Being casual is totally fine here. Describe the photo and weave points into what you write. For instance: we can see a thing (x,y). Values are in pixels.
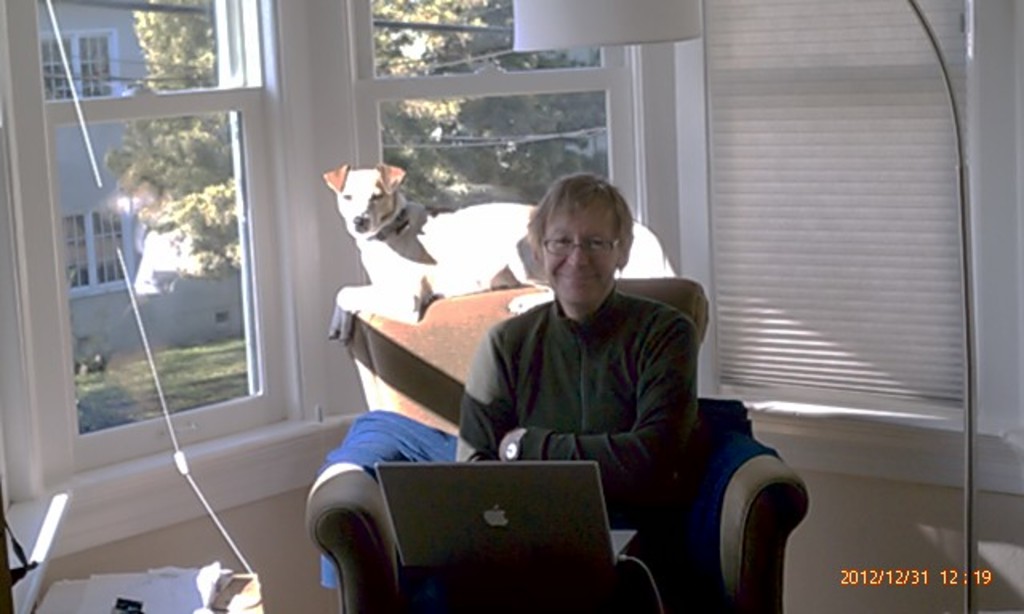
This is the picture of inside the room (650,408). There is a person (611,417) sitting on the sofa (739,474) and he is smiling and there is a dog (400,212) sitting on the sofa (381,366). At the back (258,223) there is a window (272,104) and there is a tree (184,193). There is a laptop (516,516) on his lap (521,601).
